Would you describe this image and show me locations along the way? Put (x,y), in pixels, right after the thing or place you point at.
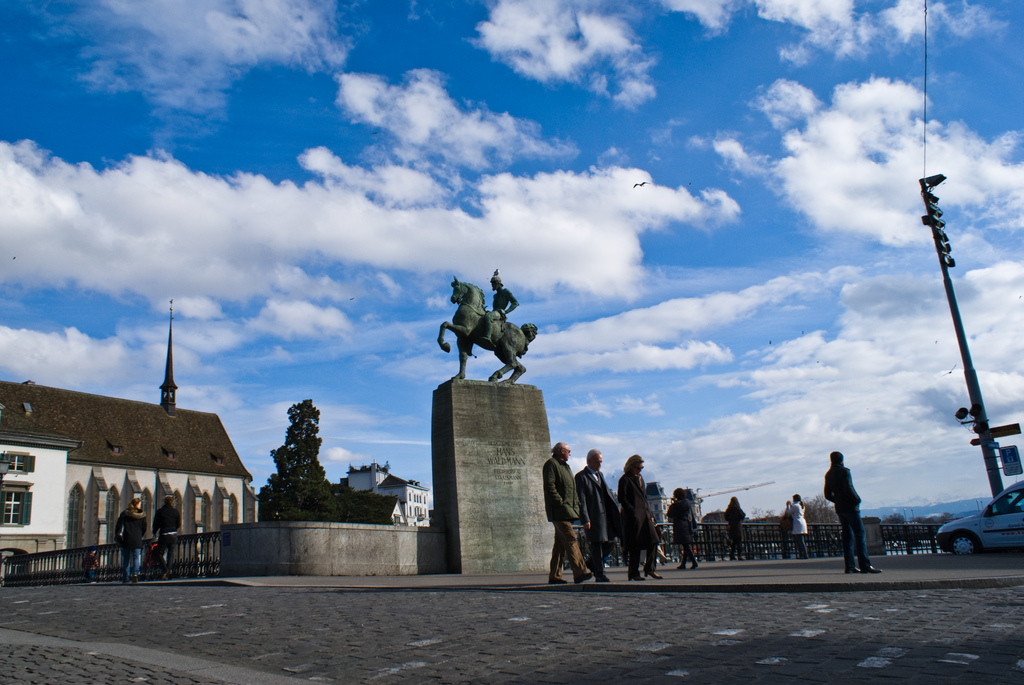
In this picture we can see the road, some people (137,535) are walking on the footpath (618,575), some people (793,514) are standing, statue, car (974,514), fences (747,538), pole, trees (388,504), buildings (420,503) with windows (29,497) and some objects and in the background (328,272) we can see the sky (328,272) with clouds (420,263).
